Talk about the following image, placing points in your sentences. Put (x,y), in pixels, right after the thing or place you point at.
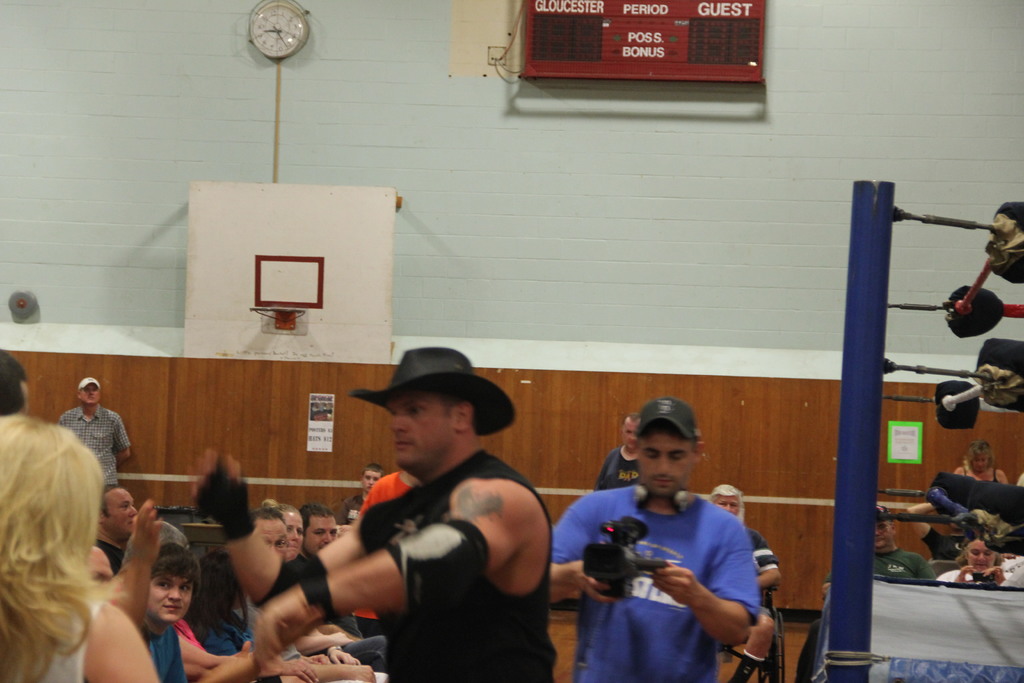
In this image I can see a person (429,548) wearing black colored dress (416,514) and black colored hat (473,392) is standing and another person (709,571) wearing blue colored t shirt (709,566) is standing and holding a camera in his hand (665,588). In the background (139,506) I can see few persons (160,544) standing, the brown colored surface (235,401), a clock (253,29) and a score board (645,42).
